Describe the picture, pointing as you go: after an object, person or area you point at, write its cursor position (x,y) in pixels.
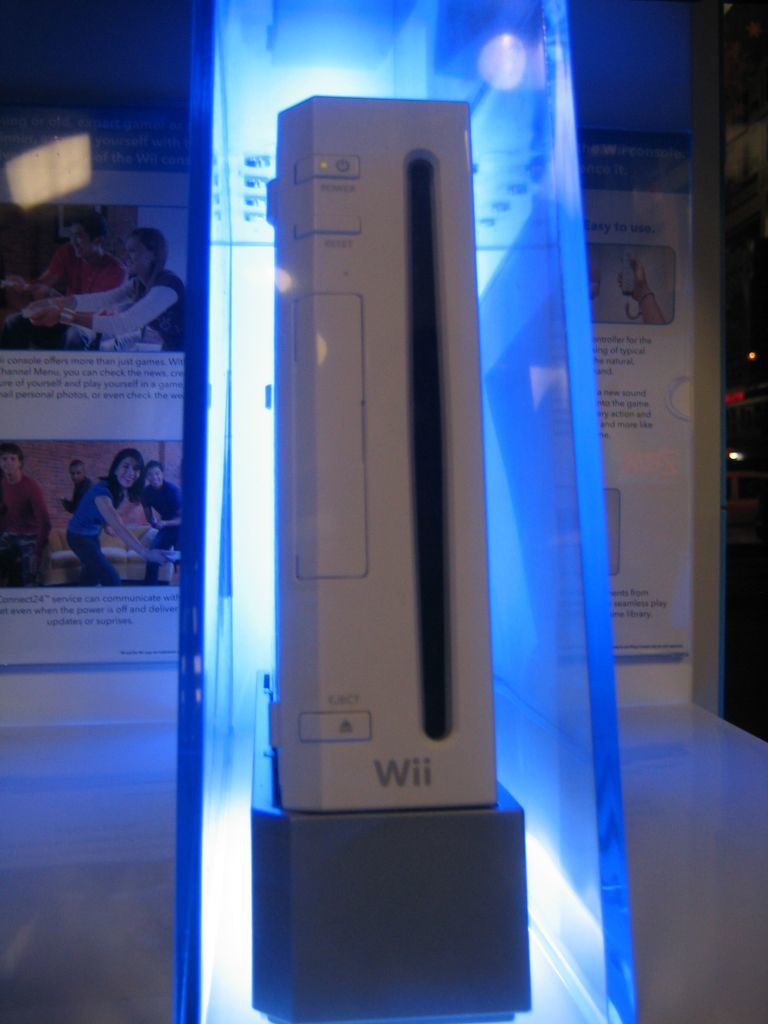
In this image we can see a white colored object (377,760) placed in the glass (485,13). In the background (110,435) we can see poster (110,435).
